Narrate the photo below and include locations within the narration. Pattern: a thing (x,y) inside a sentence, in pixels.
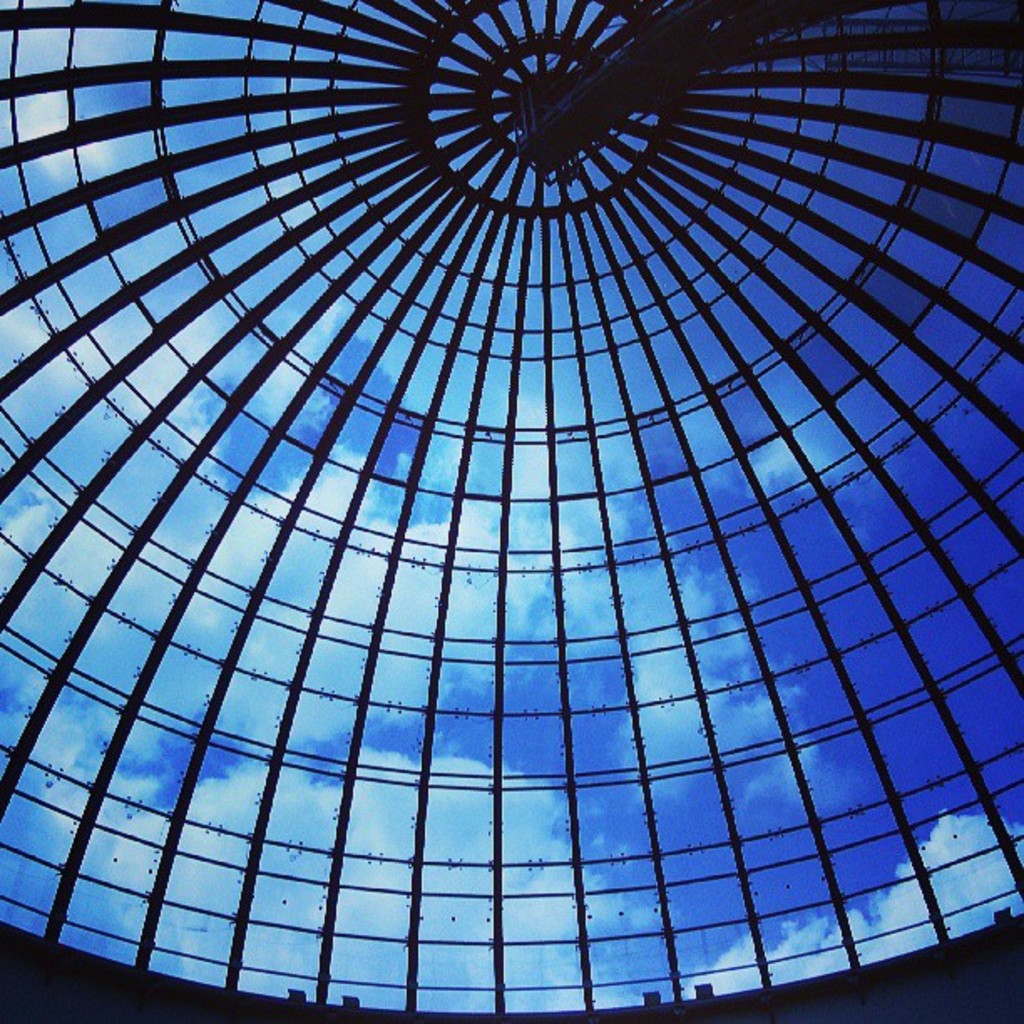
In this image I can see the ceiling (199,572) of the building (268,575) which is made of glass (261,240) and through it I can see the sky (376,805).
